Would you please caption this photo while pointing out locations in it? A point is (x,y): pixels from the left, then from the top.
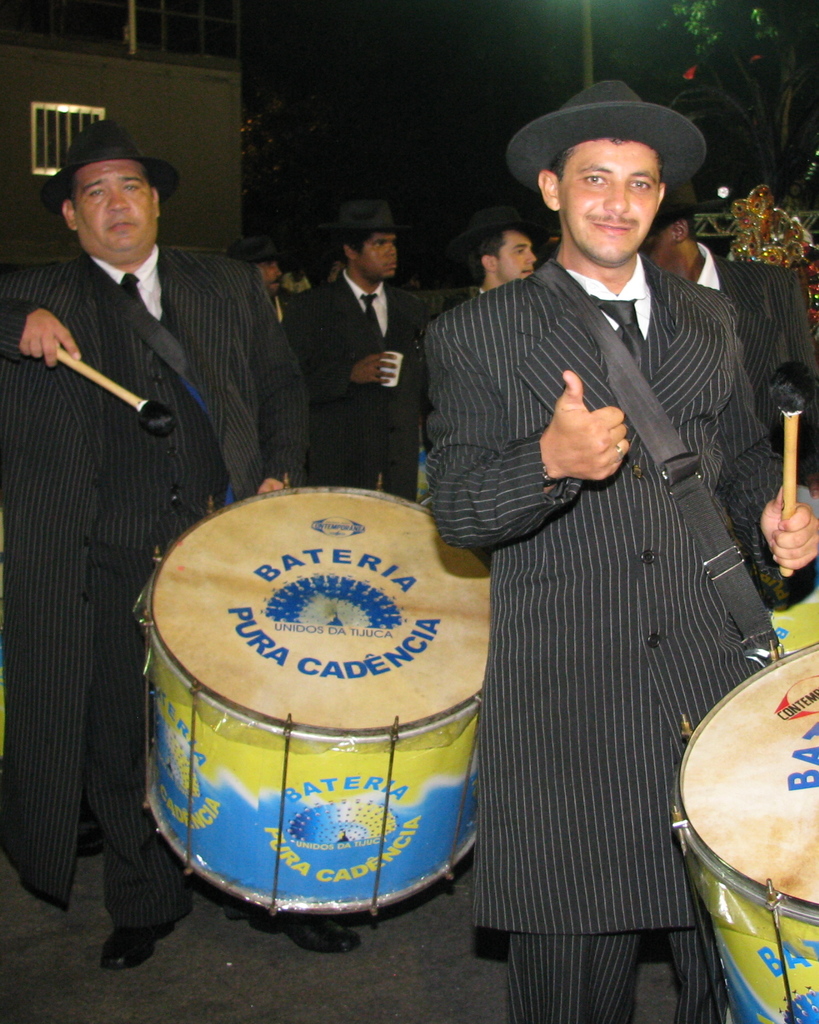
Two men (136,365) are walking and playing drums (404,711) They tied drums (206,580) using black color strap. They are wearing long black coat (532,431) and black hat (632,135). There are some other men (480,251) with same attire (468,243). There is a house (220,247) in the background (225,147).
